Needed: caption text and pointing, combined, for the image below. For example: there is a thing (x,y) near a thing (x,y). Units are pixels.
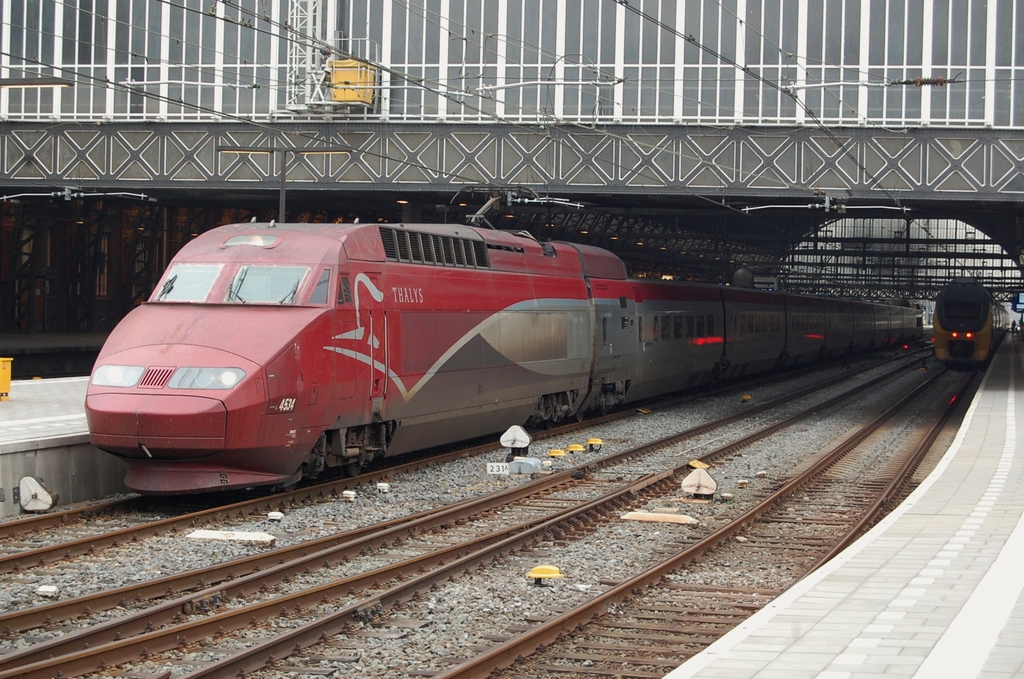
In this image in the center (463,426) there are two trains (472,409), at the bottom (932,576) there is a railway track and pavement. At the top of the image (283,122) there is a bridge (150,158) and some wires (191,105), and in the background (92,247) there are some poles (82,276) and some objects (101,234).
